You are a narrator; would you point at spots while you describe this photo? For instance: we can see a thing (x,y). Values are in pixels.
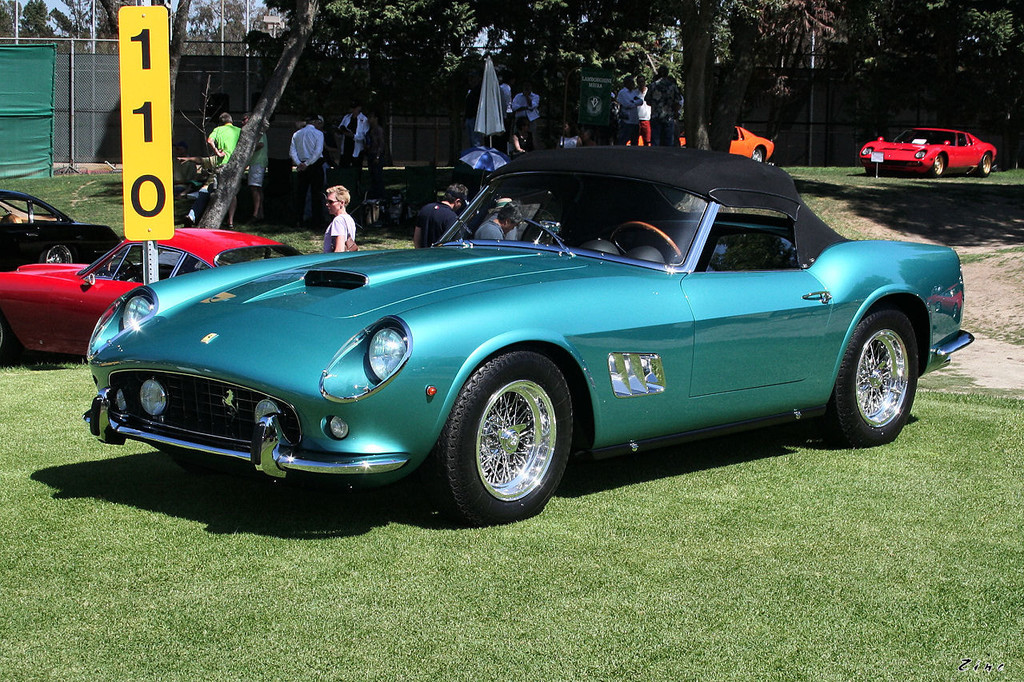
In the picture we can see the grass surface (50,373) on it, we can see a vintage car (348,332) which is green in color and beside it, we can see a pole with a board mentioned in it as 110 and beside it also we can see two cars (172,260) and a woman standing near it and in the background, we can see some people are standing under the tree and beside it we can see two cars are parked and behind it we can see a wall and behind it we can see trees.
